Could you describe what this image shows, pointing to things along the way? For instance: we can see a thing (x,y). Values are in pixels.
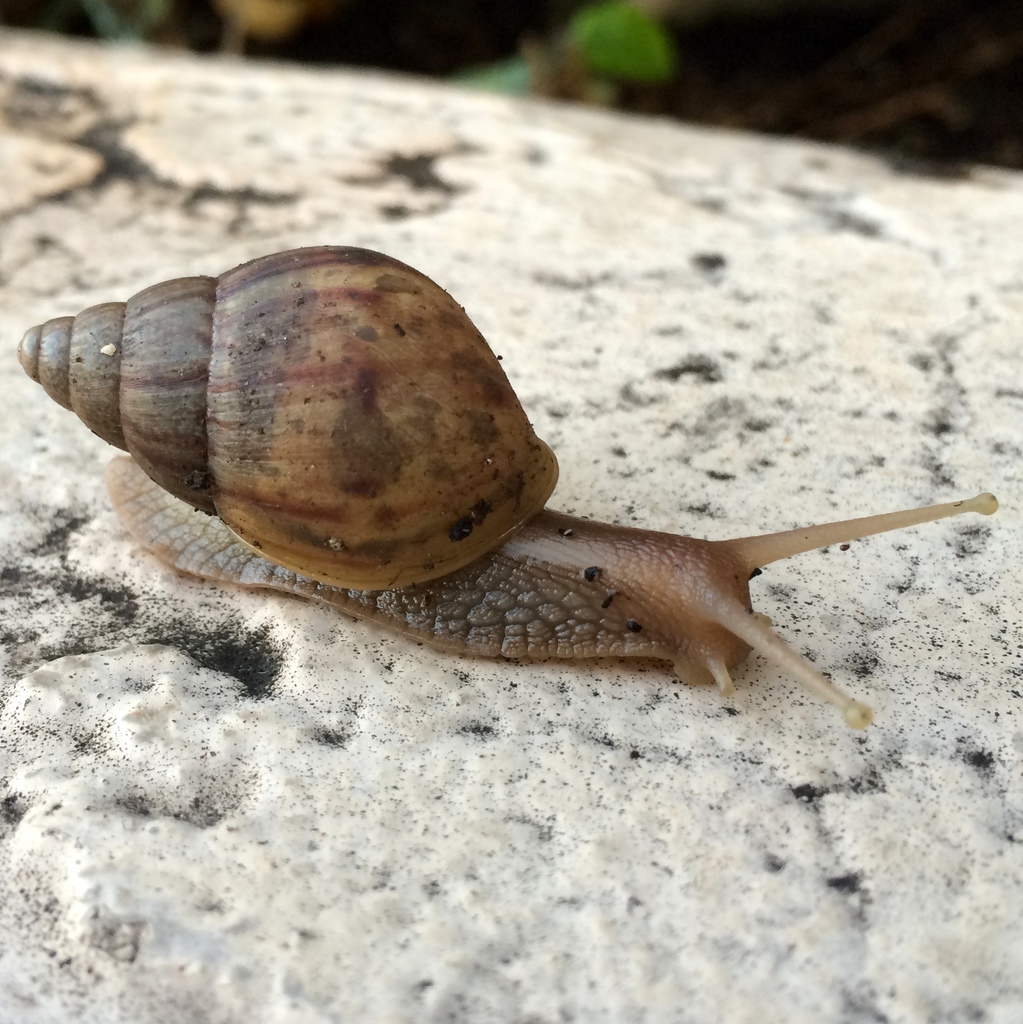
In this image we can see snail (327,540) on a surface (591,332).
